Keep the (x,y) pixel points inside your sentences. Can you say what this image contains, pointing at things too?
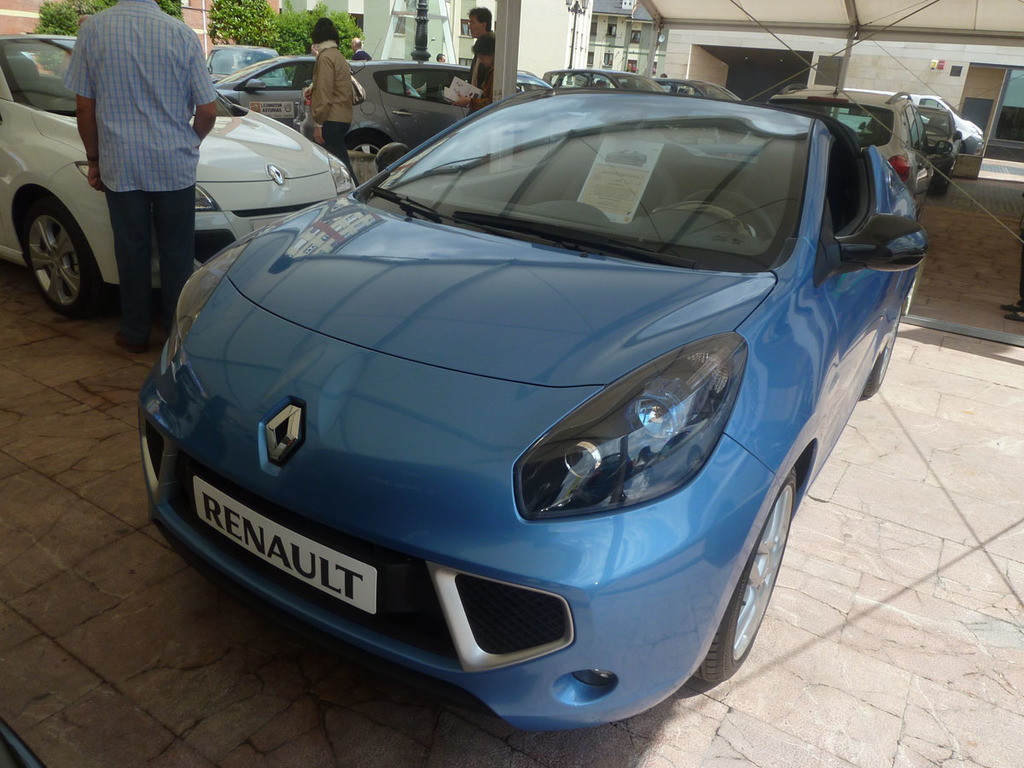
In this picture we can see a few vehicles (846,198) on the path (41,581). There are a few people (316,47) visible on the path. We can see a few plants (261,18) and buildings (455,35) in the background (461,29).
